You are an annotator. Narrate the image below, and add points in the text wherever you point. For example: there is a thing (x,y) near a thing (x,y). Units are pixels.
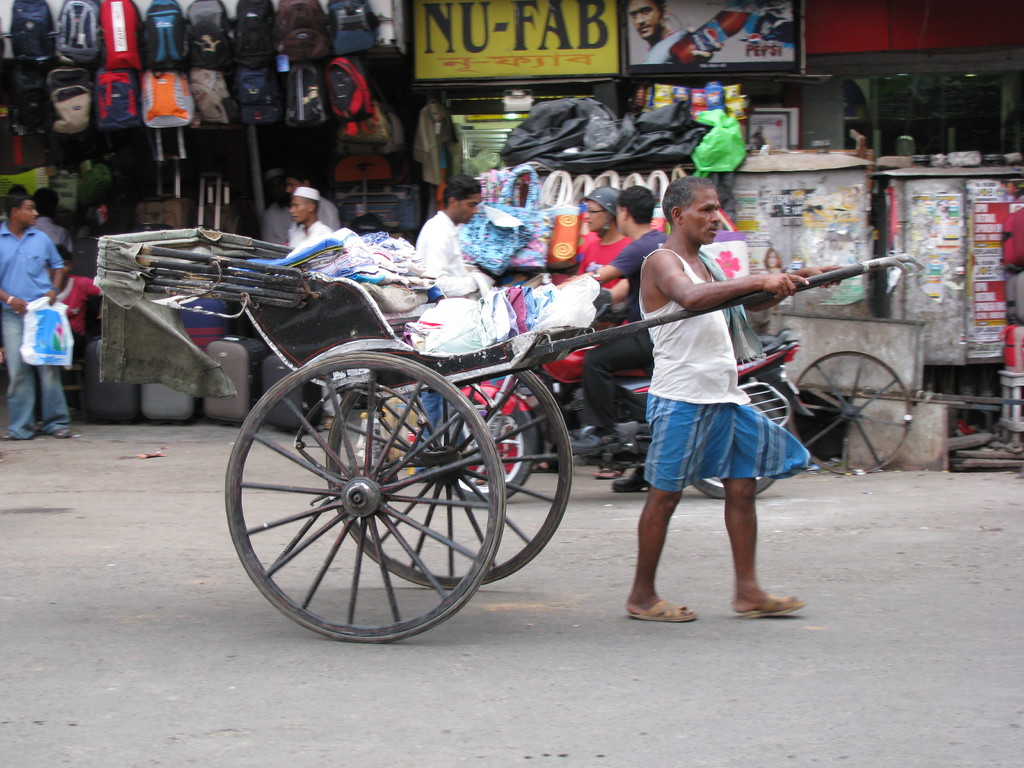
In this image, I can see a person (713,314) standing on the road (711,667) and holding pulled rickshaw (390,390). There are few people (326,213) standing and a person (647,253) sitting on a motorbike (574,392). In the background (263,101), I can see the backpack bags (214,114), trolley bags (263,353), name boards (701,61), shops (585,124) and junction boxes (926,246).
